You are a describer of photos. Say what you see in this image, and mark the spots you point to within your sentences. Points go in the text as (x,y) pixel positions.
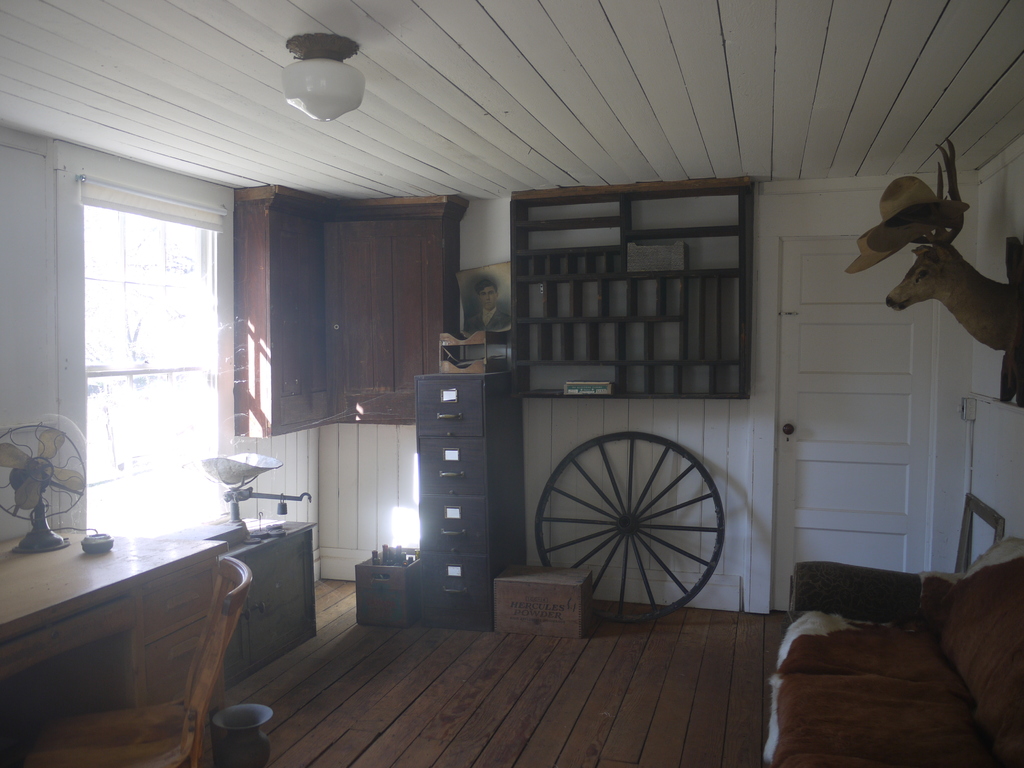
The room (295,395) is filled with all antique pieces (694,382). There is a light (345,84) over the ceiling (557,132). The window (160,249) is opened and light (155,470) is coming inside the room (398,530). The table (146,559) has an old table fan (46,508) placed on it. There is a wheel (627,518) on the wall (636,492) beside the door (807,418). Beside the door (813,421) there is an old sofa (905,641) and, an old photograph (490,312) of a man (476,319) between the racks (431,248).
